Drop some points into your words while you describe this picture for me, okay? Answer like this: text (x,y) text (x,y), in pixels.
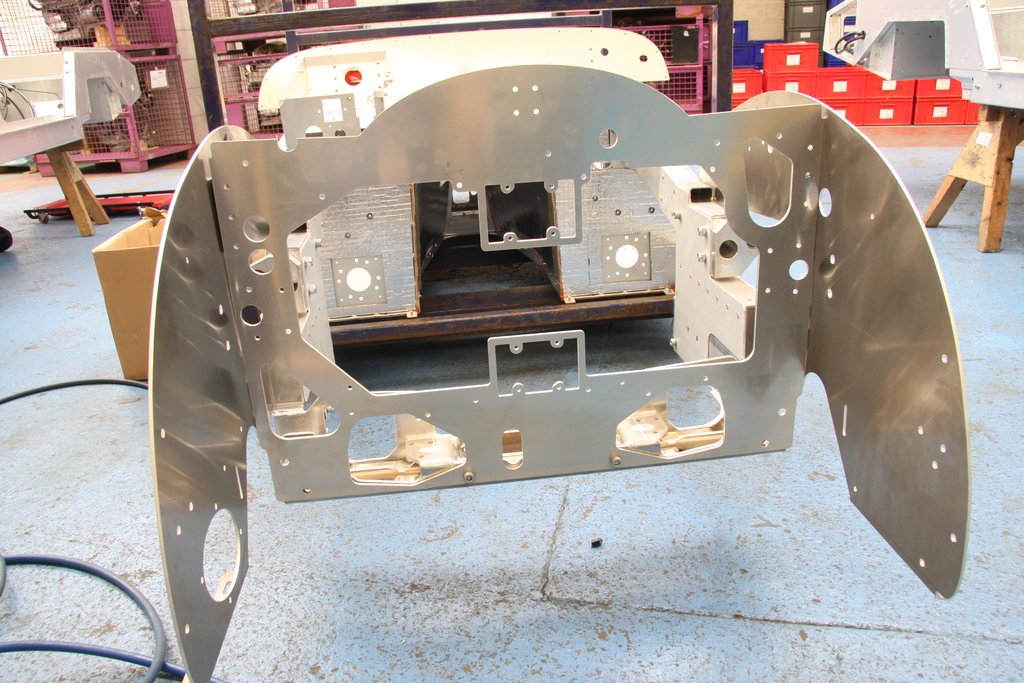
In the middle of the image (516,425) we can see some tables (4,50), on the tables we can see some objects (894,20). Behind the tables (3,84) we can see some boxes (949,116).
